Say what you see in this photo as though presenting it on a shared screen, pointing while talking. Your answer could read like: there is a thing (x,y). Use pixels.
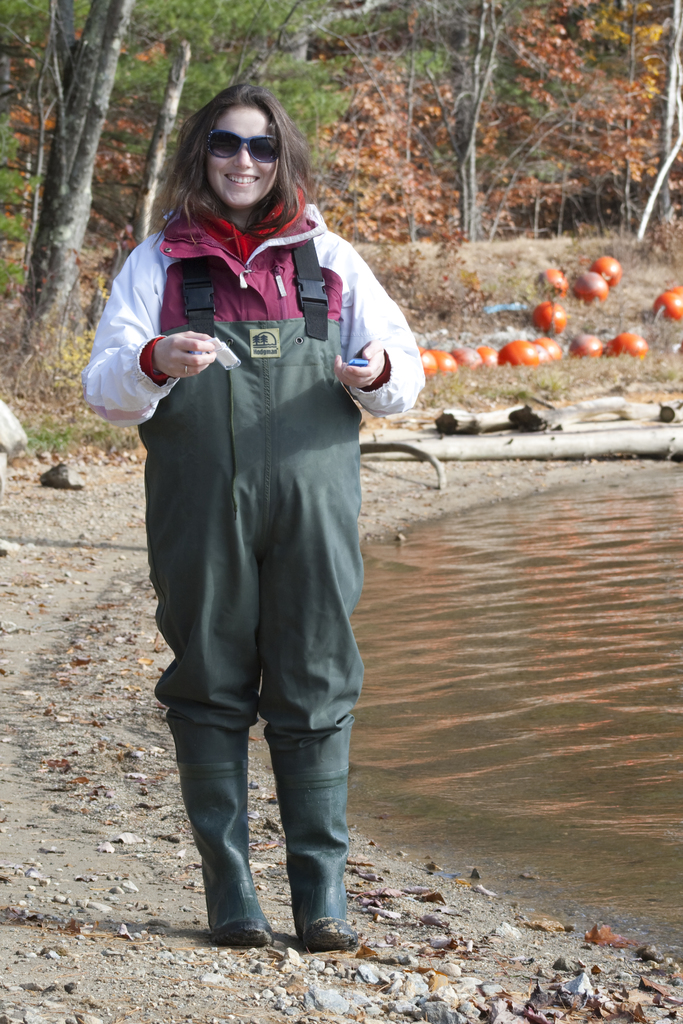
In the middle of the image (296,435) we can see a woman (239,288), she wore spectacles (253,156) and she is smiling, beside to her we can see water (543,667), in the background (537,451) we can find few wooden barks (525,438), trees (331,150) and other objects (587,288) on the ground (537,329).
